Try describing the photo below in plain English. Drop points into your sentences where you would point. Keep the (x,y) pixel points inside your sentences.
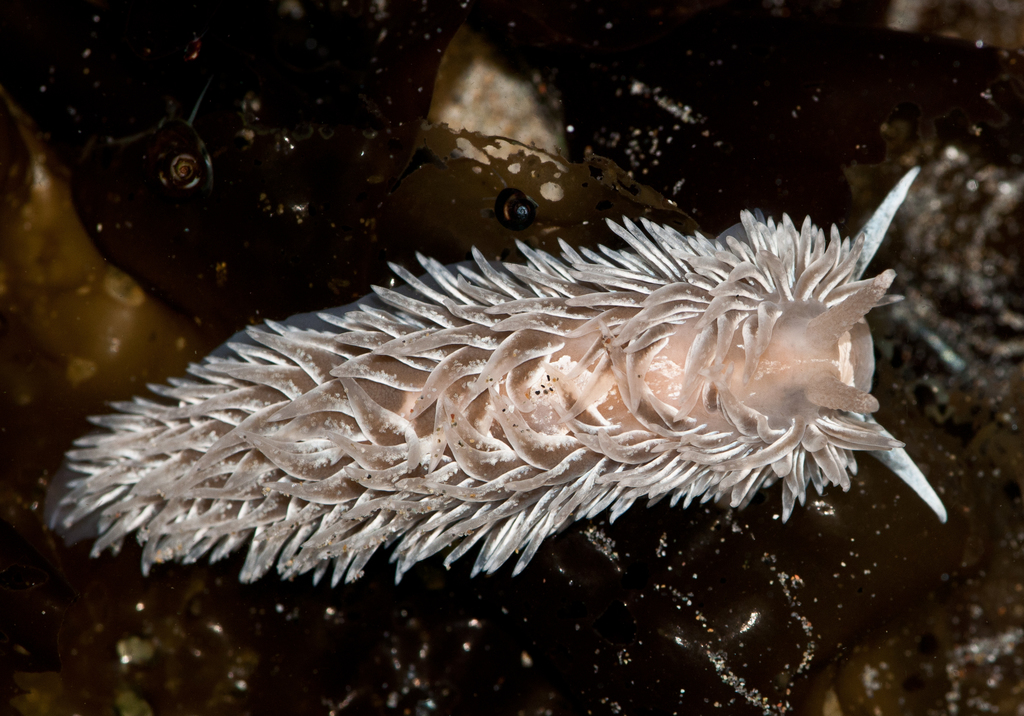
In this image, in the middle (527,436), we can see a sea slug (484,487). In the background (502,200), we can see black color and yellow color.
